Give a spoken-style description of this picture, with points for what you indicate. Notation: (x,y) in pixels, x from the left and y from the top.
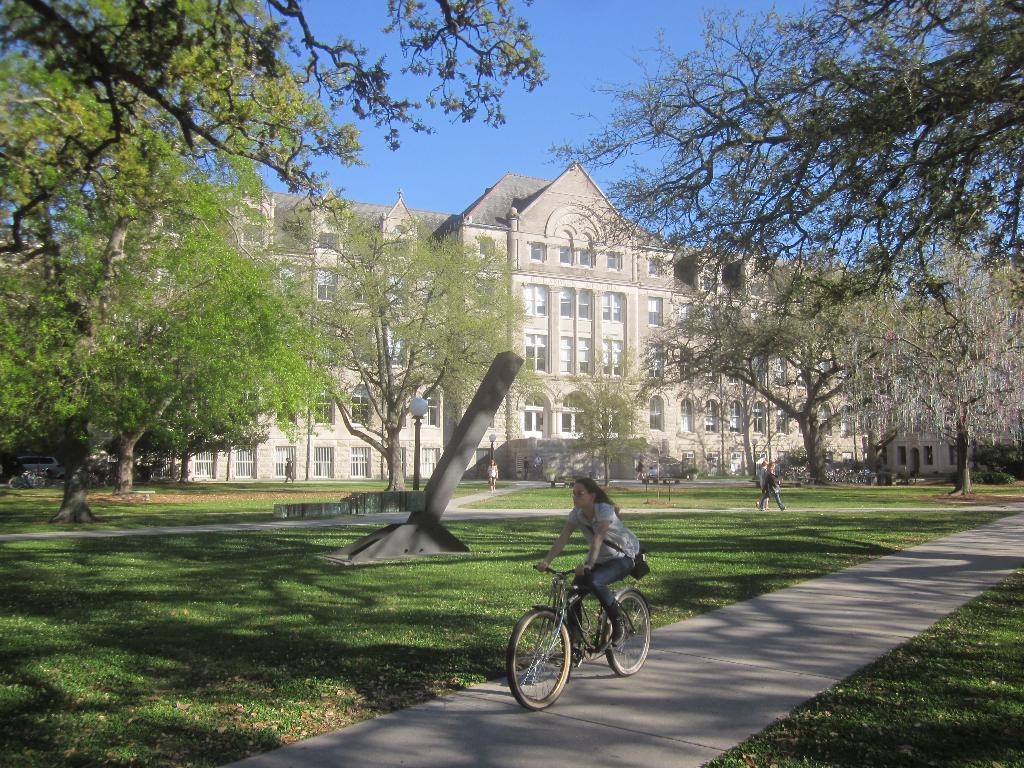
In this picture I can see there is a woman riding a bicycle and there are two more persons (771,487) walking in the backdrop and there's grass (508,525) on to right (704,552) and left side (309,598) and there are trees (699,311), buildings (588,256) and it has doors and the sky (549,138) is clear.
